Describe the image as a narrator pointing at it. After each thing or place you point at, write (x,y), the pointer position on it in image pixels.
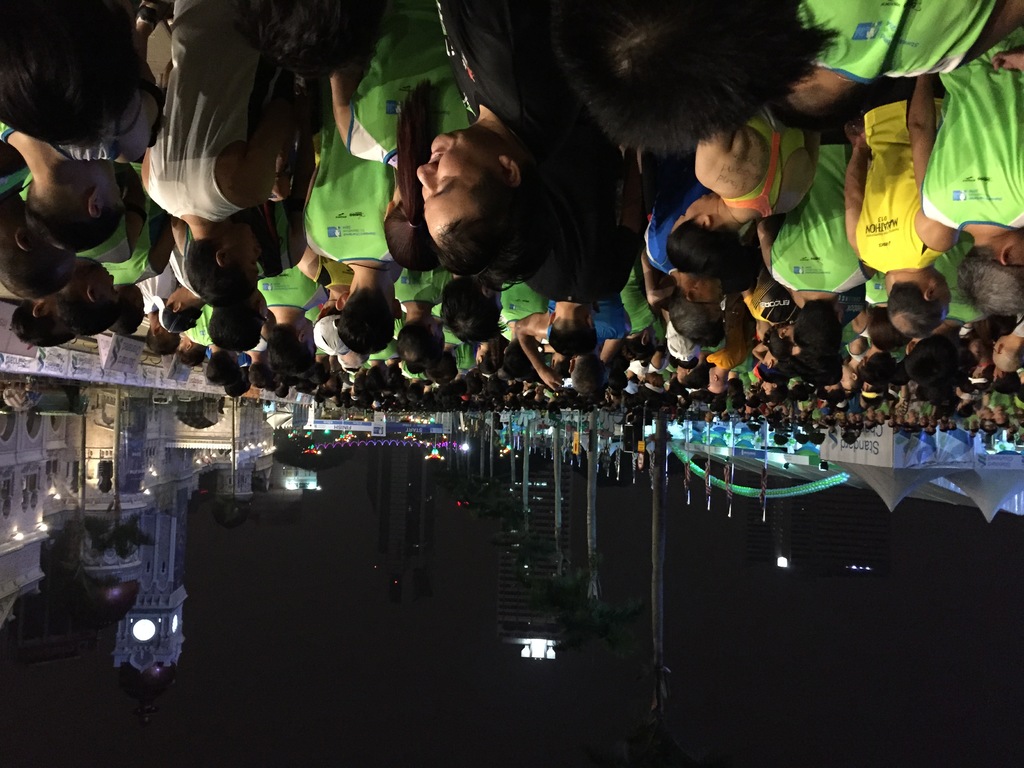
This image is in reverse direction. At the top of the image (578,196) I can see a crowd of people (548,306). At the bottom (156,524) there are buildings (88,488), lights (315,486) and poles (662,476). This is an image clicked in the dark.
